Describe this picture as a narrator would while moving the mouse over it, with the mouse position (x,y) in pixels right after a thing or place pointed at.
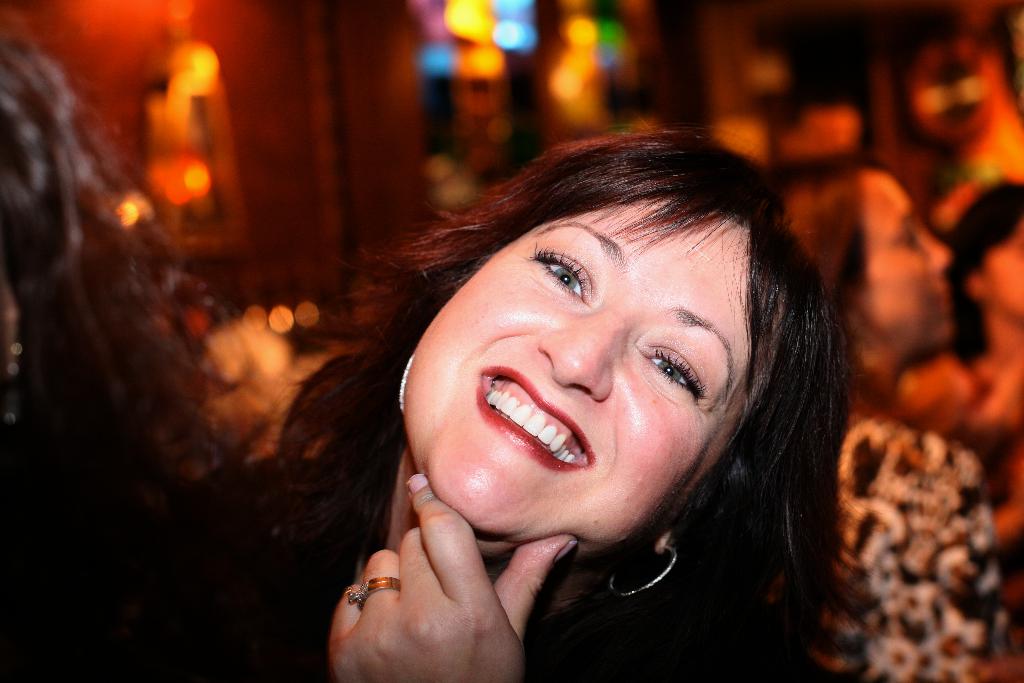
As we can see in the image in the front (676,256) there is a woman (553,397). In the background (262,116) there is wall (407,23) and there are lights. The background (345,198) is little blurred.
